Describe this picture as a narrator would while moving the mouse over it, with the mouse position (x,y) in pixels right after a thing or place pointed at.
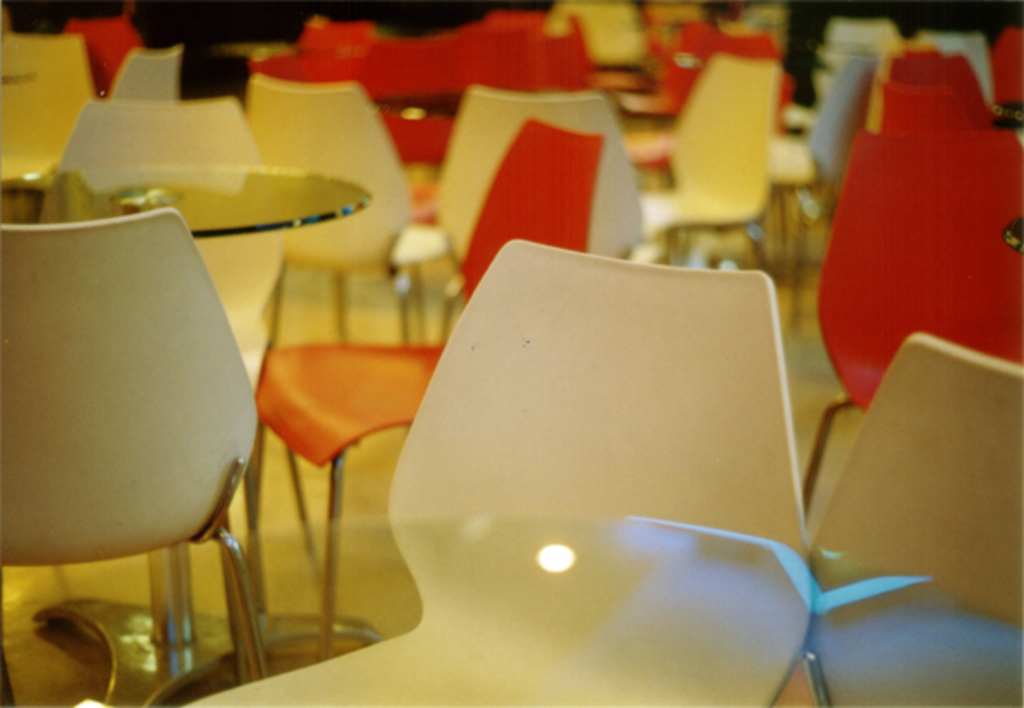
In this image there are red chairs (698,57), white chairs (190,420) and glass tables (203,188).
